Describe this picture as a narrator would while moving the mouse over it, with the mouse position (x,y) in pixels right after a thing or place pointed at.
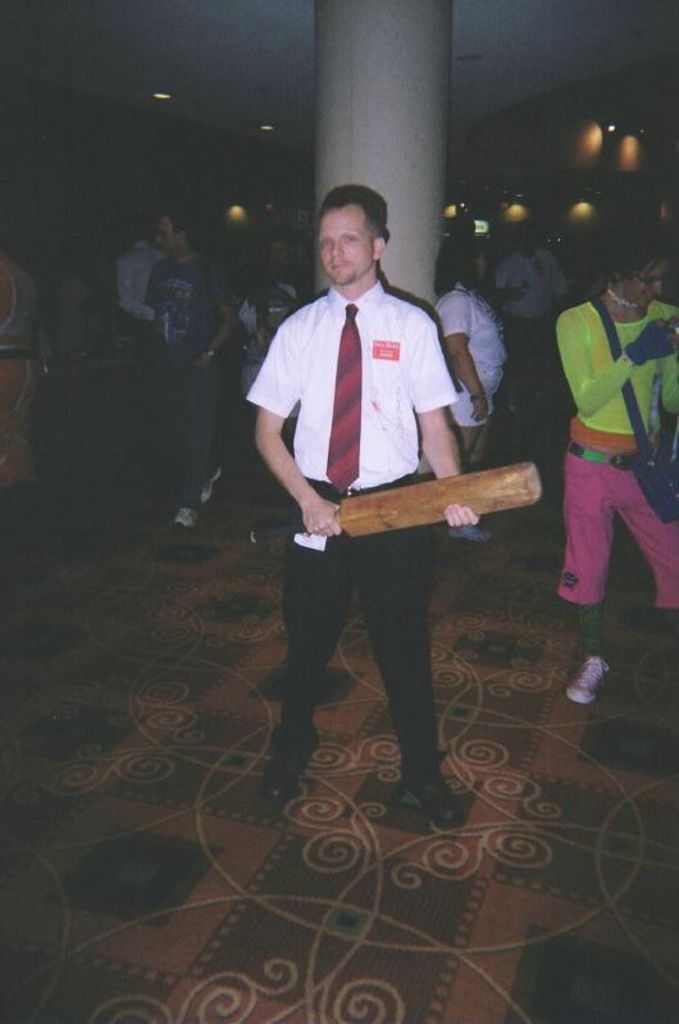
In this image there is a man (416,792) standing on a floor (354,829), holding a bat (436,492) in his hand (328,526) and wearing a tie (332,429), in the background (601,567) there are people (228,334) standing and there is a pillar (401,101), at the top (91,25) there is a ceiling (530,100) and lights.
